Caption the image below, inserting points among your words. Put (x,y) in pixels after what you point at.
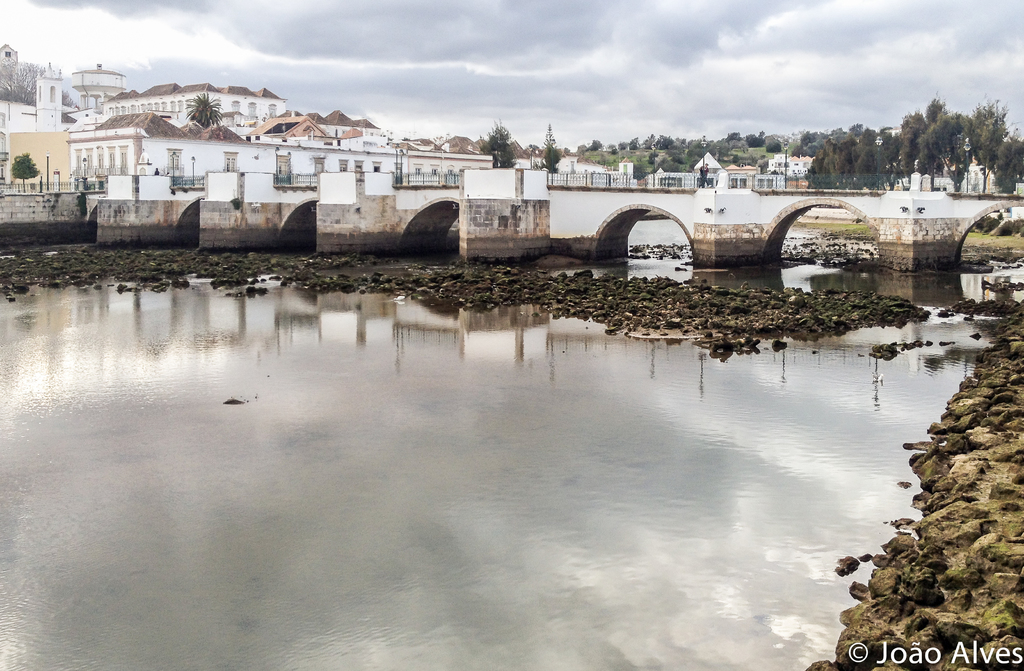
In the foreground of the picture (449,291) there are stones (935,620) and water (325,512). In the center of the picture (551,232) there is a bridge (719,230). In the background (840,142) towards right (812,144) there are trees (910,172) and building (775,167). The background (40,157) towards left (215,148) there are palm trees (206,125), plants (31,168) and buildings (186,109). Sky (626,76) is cloudy.
